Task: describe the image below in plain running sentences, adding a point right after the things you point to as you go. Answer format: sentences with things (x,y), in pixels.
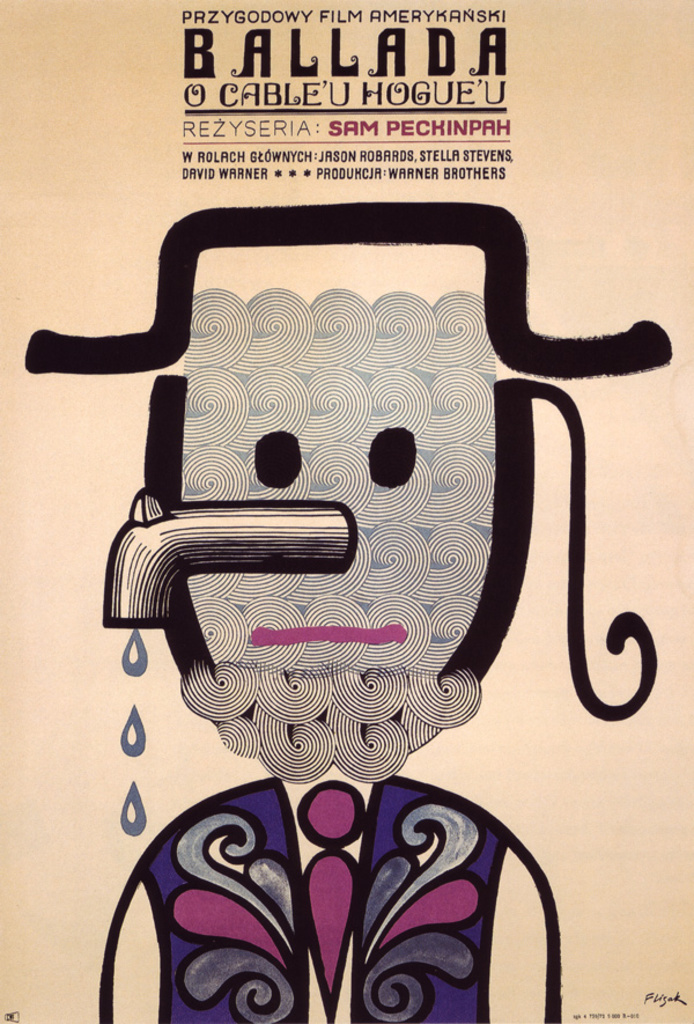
In this picture I can see the poster (341,354). In that poster (142,437) I can see the design (424,687) which looks like a man (516,414) and water tap (214,541) is replaced with his nose (280,559). Here we can see the water drops (138,791). In the bottom right corner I can see the signature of a person.
